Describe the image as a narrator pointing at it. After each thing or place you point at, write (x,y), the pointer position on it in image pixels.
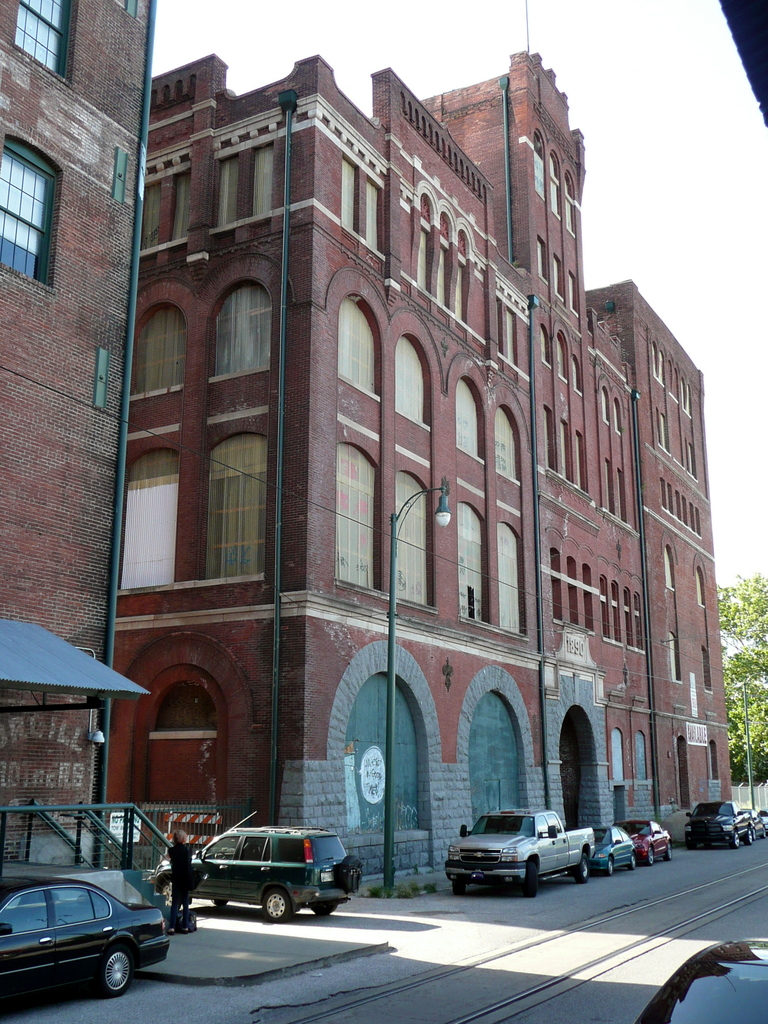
In this image we can see the buildings (306,419). In front of the buildings (307,677) we can see a person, a pole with a light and vehicles (606,848). On the left side (64,682), we can see a roof (58,678) attached to the building (29,596). On the right side (740,630), we can see the trees (745,669). At the top (469,8) we can see the sky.
